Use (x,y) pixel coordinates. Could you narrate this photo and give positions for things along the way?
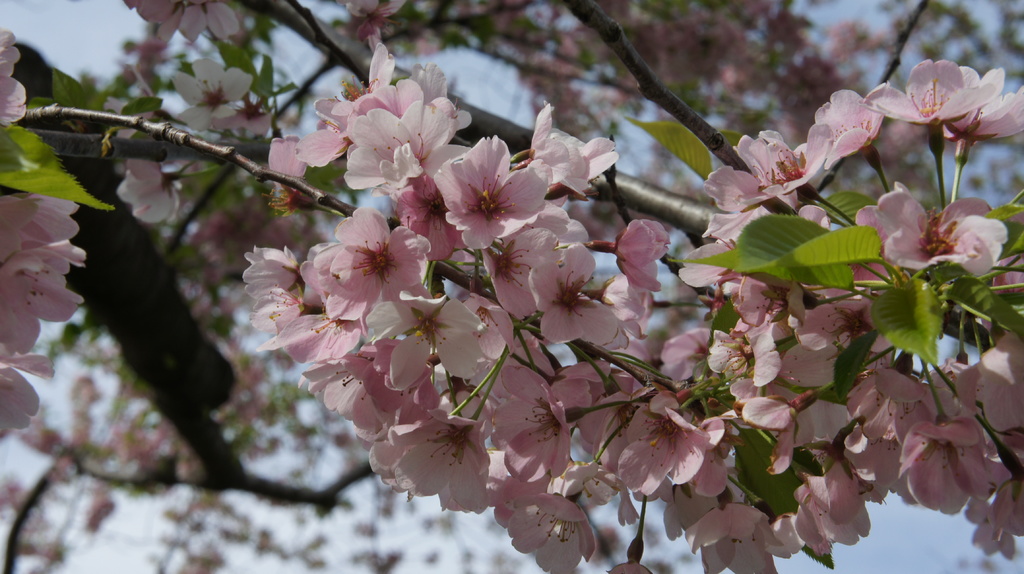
In the picture I can see some group of flowers (484,203) to the tree (475,279).
